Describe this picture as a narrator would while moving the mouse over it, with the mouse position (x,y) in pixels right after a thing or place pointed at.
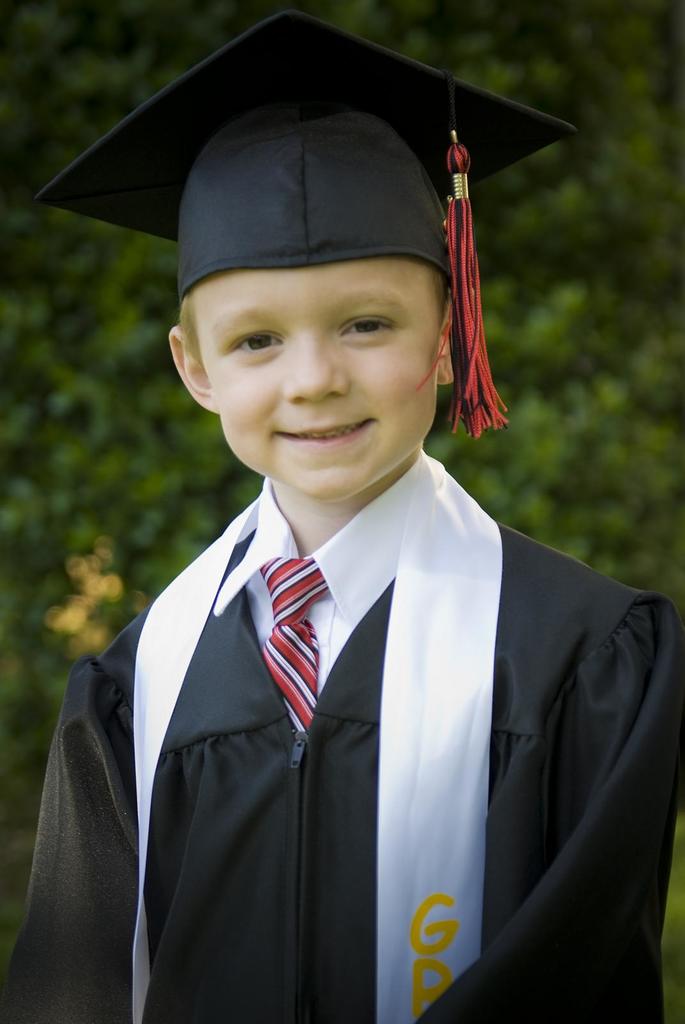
In this picture, we can see a person (216,241) standing and we can see the background (169,416) is blurred.
